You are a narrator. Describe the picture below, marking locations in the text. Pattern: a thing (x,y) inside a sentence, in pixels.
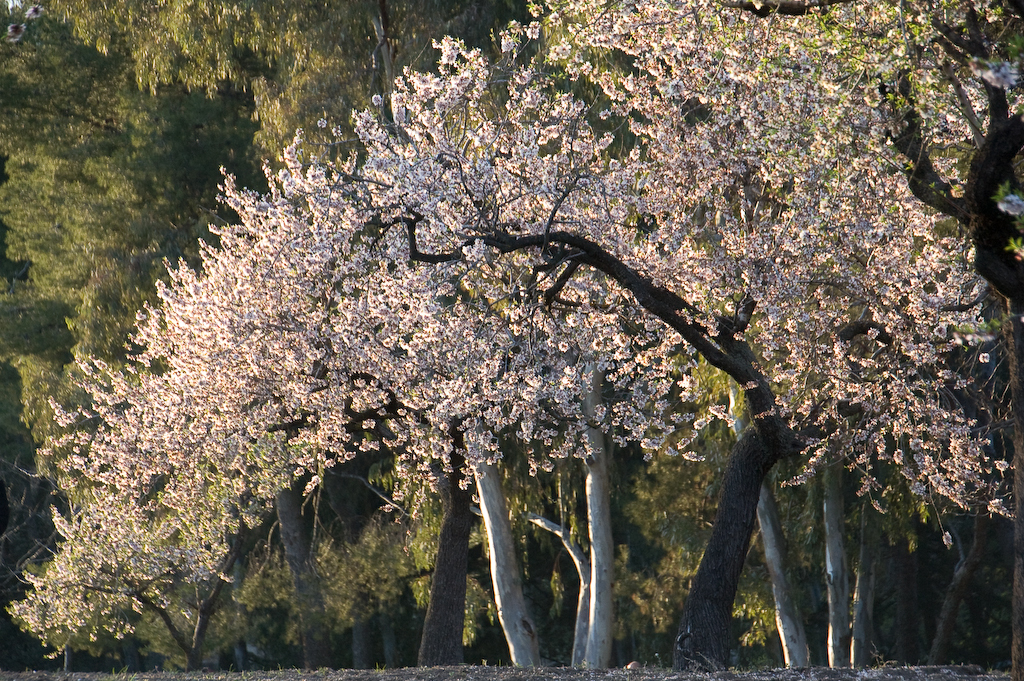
In this image, there are a few trees (742,310). We can see the ground (373,673) with some objects (961,667).
